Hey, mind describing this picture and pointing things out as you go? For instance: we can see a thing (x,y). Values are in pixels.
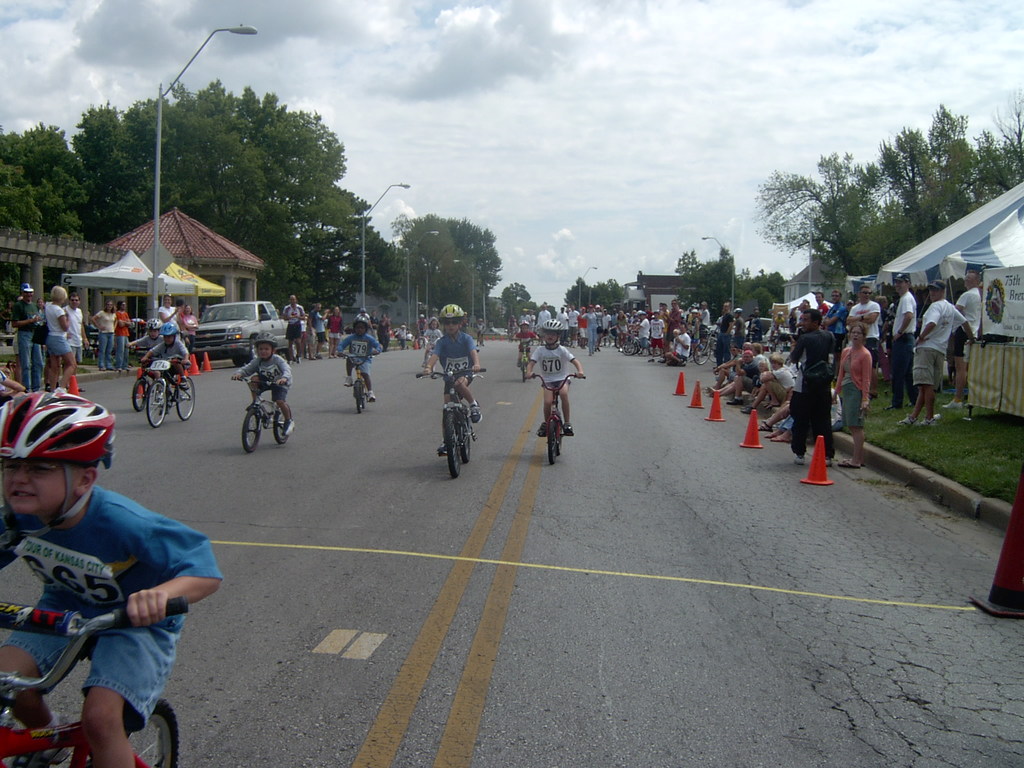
This is an outside view. Here I can see many children (61,450) are riding their bicycles (354,382) on the road (379,566). On both sides of the road (385,376) there are many people (121,346) standing and looking at these children (479,415). Few people (782,379) are sitting. In the background (150,234) there are many light poles (156,246), buildings (202,241) and trees (246,189). On both sides of the road (804,524) there are roadside cones (719,396). At the top of the image (683,74) I can see the sky (759,103) and clouds (617,103).
